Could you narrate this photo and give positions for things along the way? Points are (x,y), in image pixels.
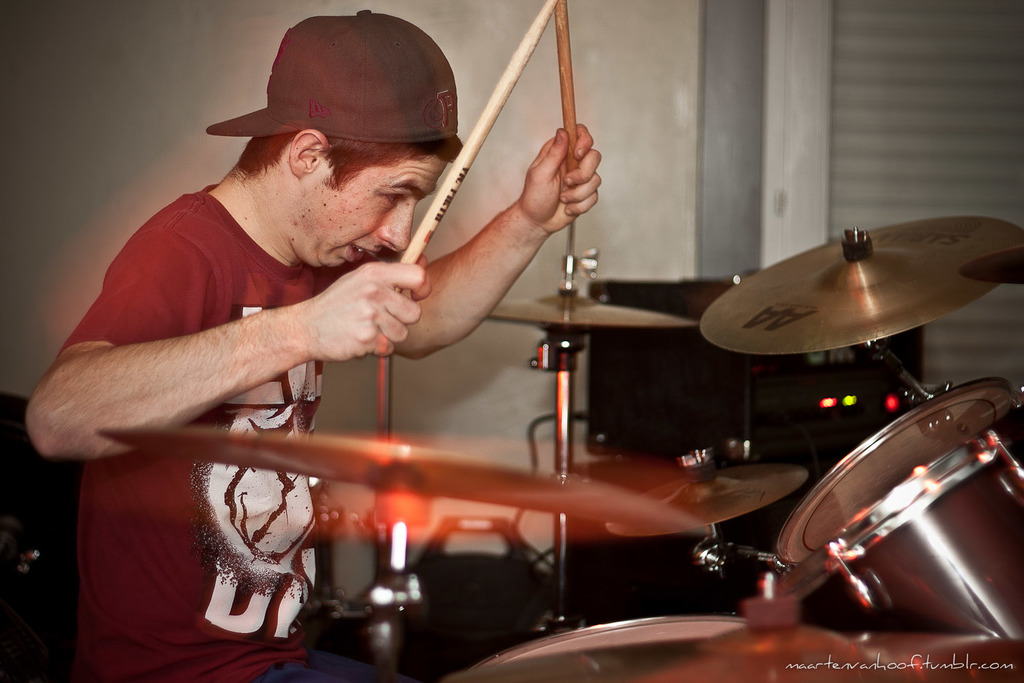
This person (267,680) is sitting on a chair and plays a musical instruments (383,625). This person (330,349) holds sticks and wears cap (339,94). This are electronic devices (788,400).
